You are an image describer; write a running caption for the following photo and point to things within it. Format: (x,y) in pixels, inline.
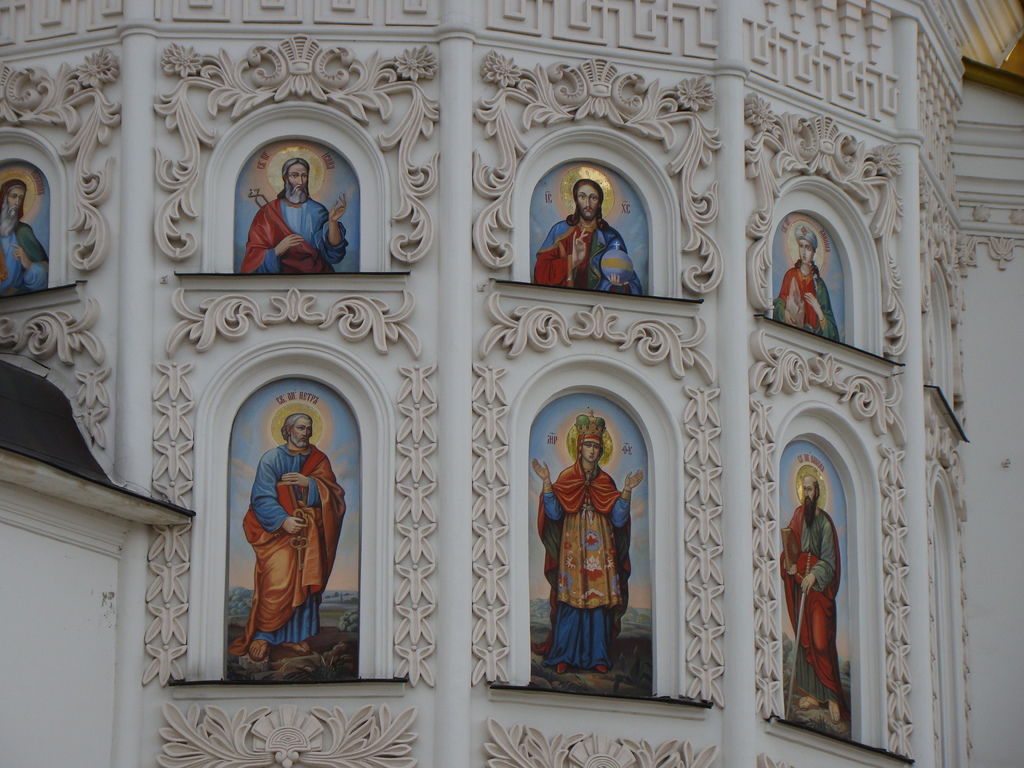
In this picture I can observe some photos (288,443) of a person (14,247). These photos (548,249) are looking like the images (561,259) of lord Jesus (593,225). There is a design (182,93) carved on the wall (148,442) which is in white color.
